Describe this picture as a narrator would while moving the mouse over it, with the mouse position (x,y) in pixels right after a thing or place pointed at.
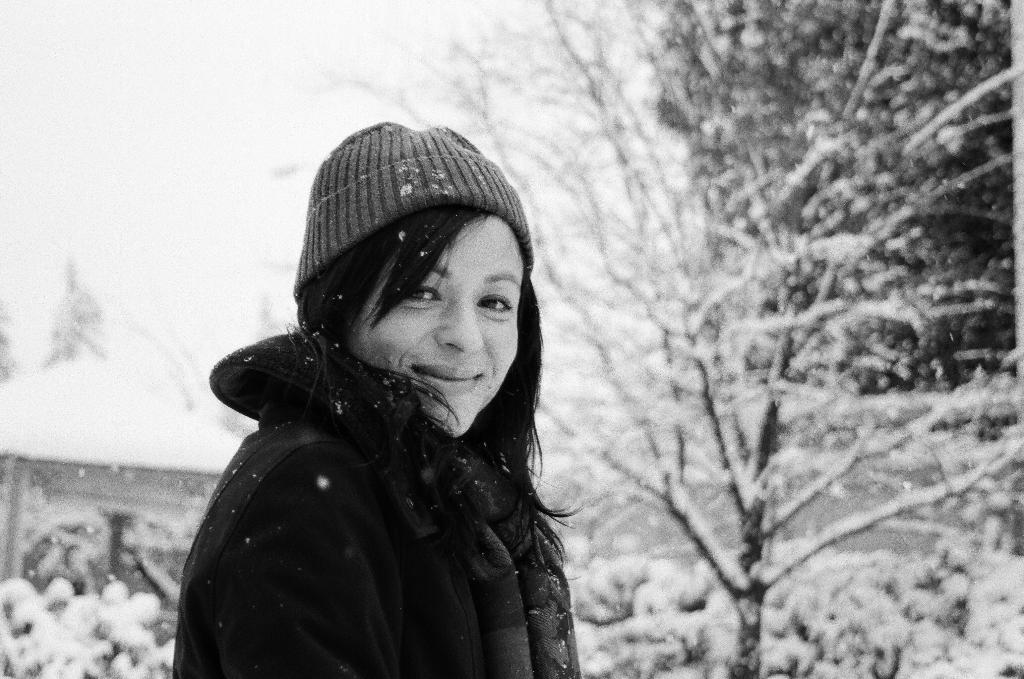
This is a black and white image. A person (420,399) is standing wearing a woolen cap (395,171) and jacket (370,582). There are trees (836,331) behind her covered with the snow (794,559).
